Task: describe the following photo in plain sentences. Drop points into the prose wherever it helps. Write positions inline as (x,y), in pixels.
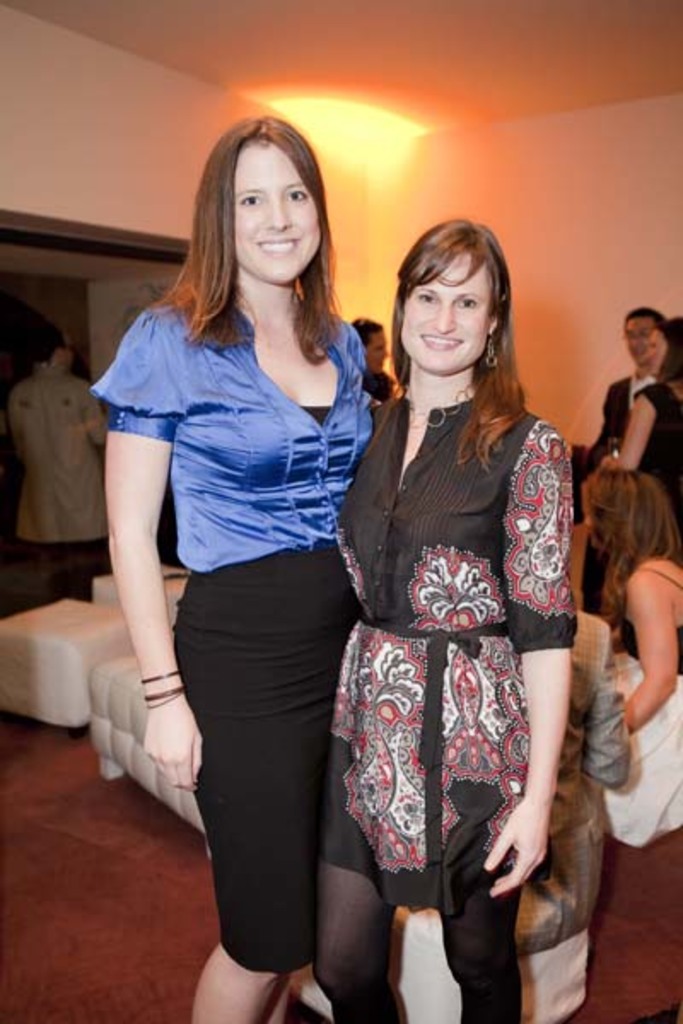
The picture is clicked inside a room (548,162). In the foreground of the picture (387,637) there are two women (330,570) standing, they both are smiling. In the center (365,346) the picture there are couches (79,660) and people (368,386) standing. On the right (658,650) there is a woman (659,621) sitting. In the background (356,90) there is a light (361,141). The walls (368,193) are painted white. The floor (131,847) is covered with red colored carpet (116,913).
